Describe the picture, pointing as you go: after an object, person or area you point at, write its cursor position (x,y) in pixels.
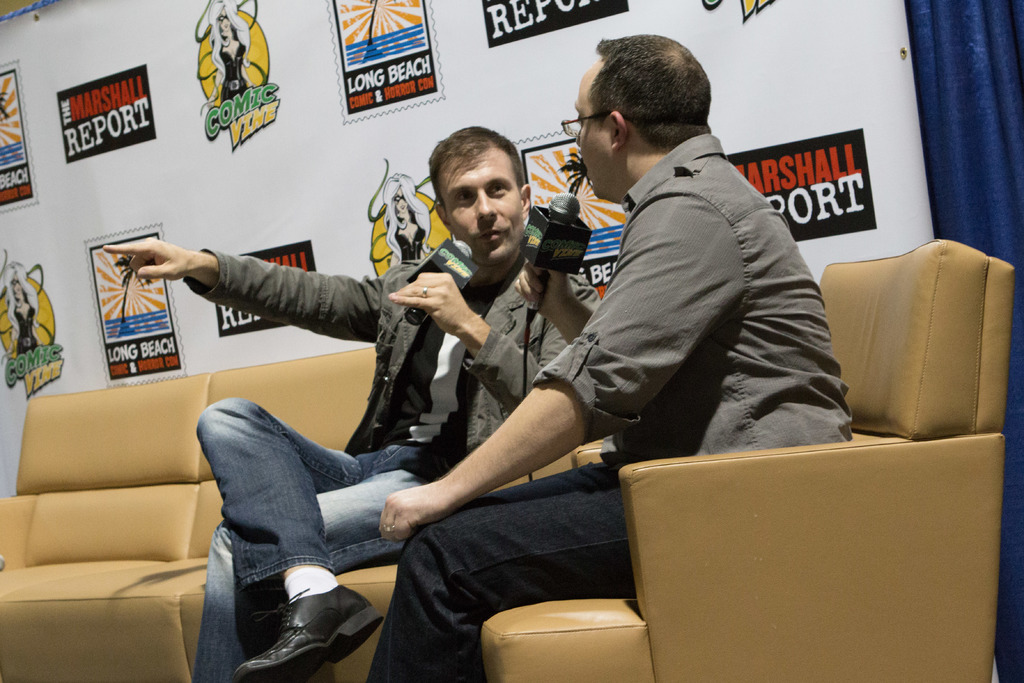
In the picture I can see two persons (619,383) sitting in sofa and holding a mic (543,261) in their hands (533,288) and speaking in front of it and there is a banner (404,116) behind them.
